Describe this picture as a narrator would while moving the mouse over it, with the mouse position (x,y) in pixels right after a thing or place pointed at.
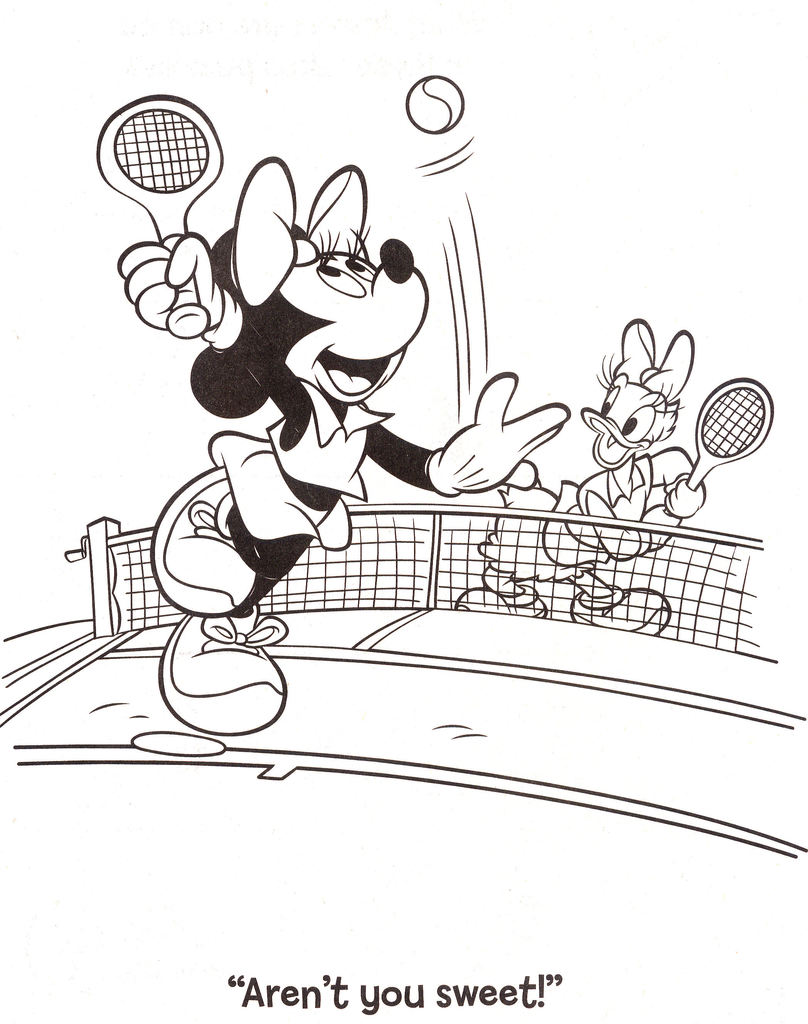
In this drawing I can see minnie mouse (328,311), daisy duck (664,475), mesh (338,554), bats (696,416) and ball (451,119). Something is written at the bottom of the image (465,991).
